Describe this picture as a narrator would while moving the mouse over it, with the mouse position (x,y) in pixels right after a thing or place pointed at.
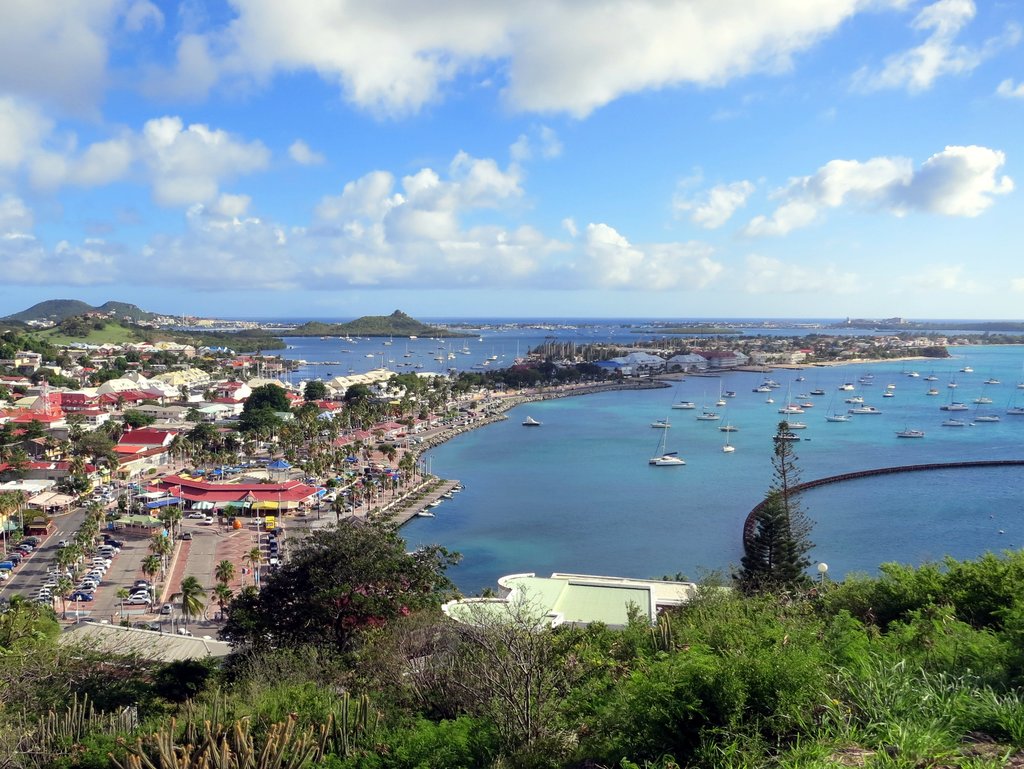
In this image we can see few trees (368,648), buildings (78,407), few vehicles (110,545) on the ground (120,557), few boats (730,446) on the water (589,475) and the sky (604,175) with clouds (544,38) in the background (552,225).
